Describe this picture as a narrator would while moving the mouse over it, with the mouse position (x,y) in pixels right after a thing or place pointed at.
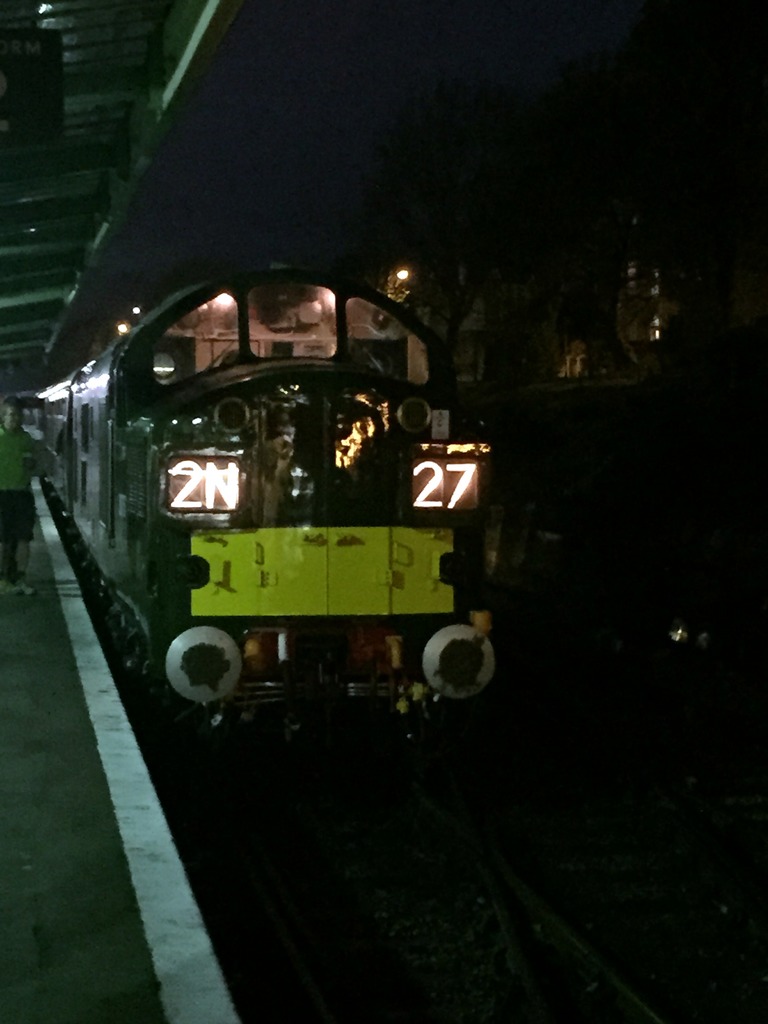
In this image in the center (377,379) there is a train (270,552) and some lights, and on the left side (30,491) there is one person (18,487) and pavement (67,661). And in the top left hand corner (79,233), there is ceiling (75,152) and on the right side of the image (570,195) there might be some trees (620,233) and houses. At the bottom (495,848) there is a railway track (444,876).
